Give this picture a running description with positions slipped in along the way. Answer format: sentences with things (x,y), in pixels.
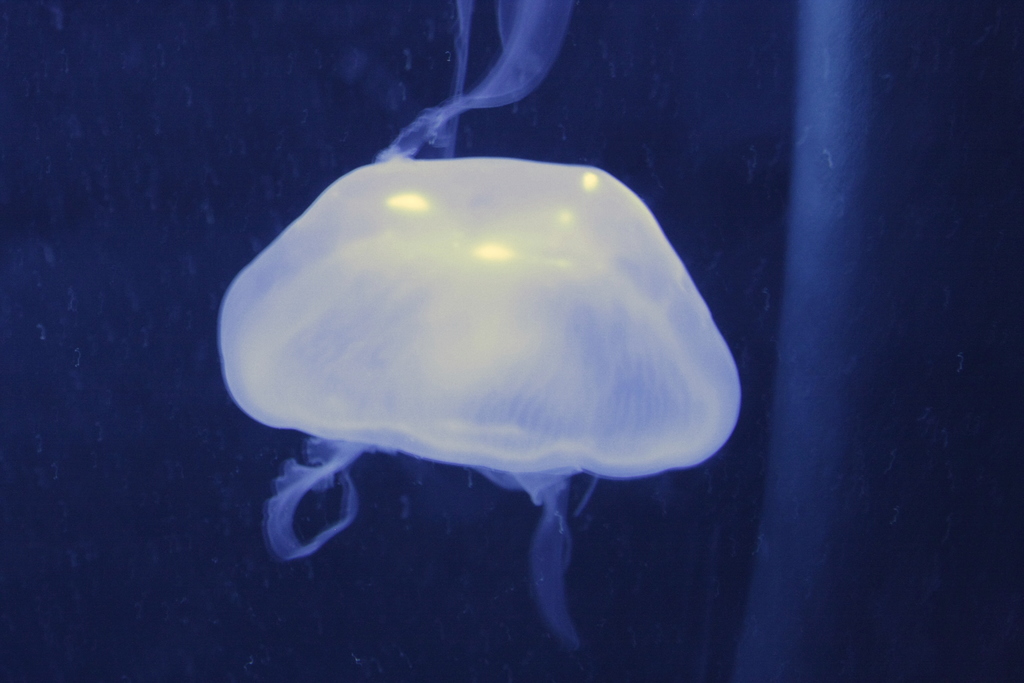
In this picture I can see a jellyfish (483,180), and there is dark background (755,84).
